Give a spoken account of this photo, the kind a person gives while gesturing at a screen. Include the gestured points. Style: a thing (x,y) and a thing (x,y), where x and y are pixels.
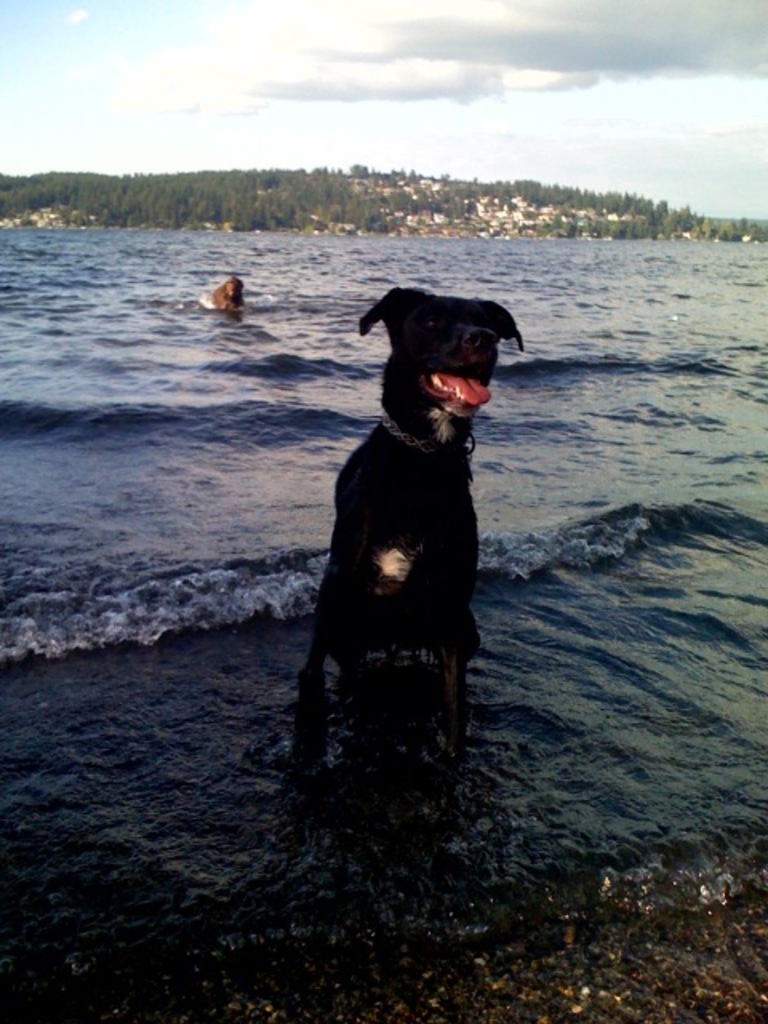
In this picture, in the middle (454,594), we can see a dog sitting on the water (524,742). On the left side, we can also see another animal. In the background (260,174), we can see trees (234,215), houses (506,222), rocks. At the top (617,88), we can see a sky (620,139) which is cloudy, at the bottom (23,778) there is a water (537,573) in an ocean (548,591).
